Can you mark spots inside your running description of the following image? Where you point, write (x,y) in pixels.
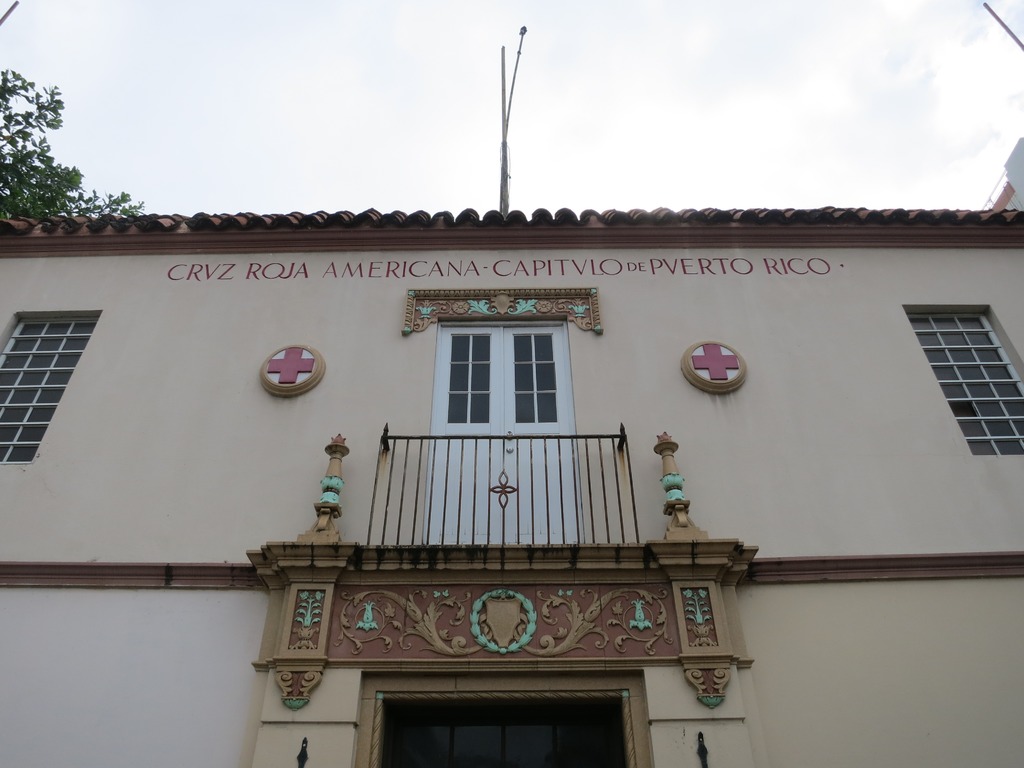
Here in this picture we can see a building (820,241) present and on that we can see windows (59,317) and a door (500,385) present near the balcony (551,436) and we can see light posts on the building (1010,544) and we can also see trees (59,182) over there.
